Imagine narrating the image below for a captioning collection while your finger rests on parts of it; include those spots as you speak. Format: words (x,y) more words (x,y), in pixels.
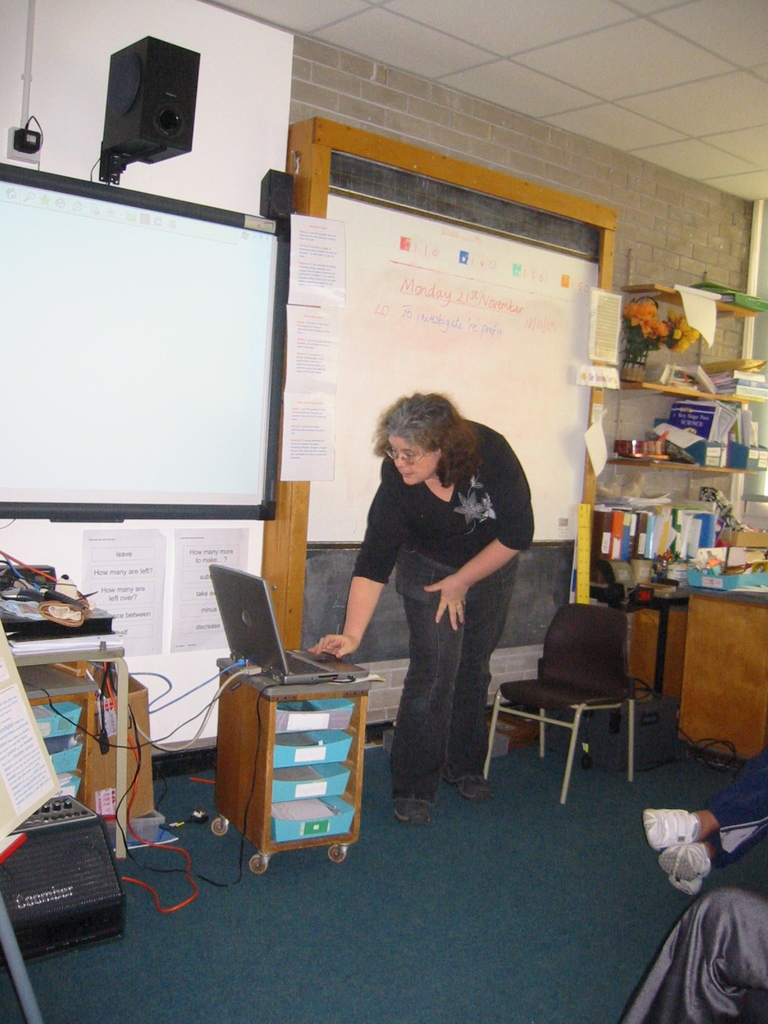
In this image I see a woman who is standing and there is a laptop (342,676) on the table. I can also see there is a chair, boards (249,318), lot of things (659,329) in the rack (633,560) and person's leg (764,789) over here.
